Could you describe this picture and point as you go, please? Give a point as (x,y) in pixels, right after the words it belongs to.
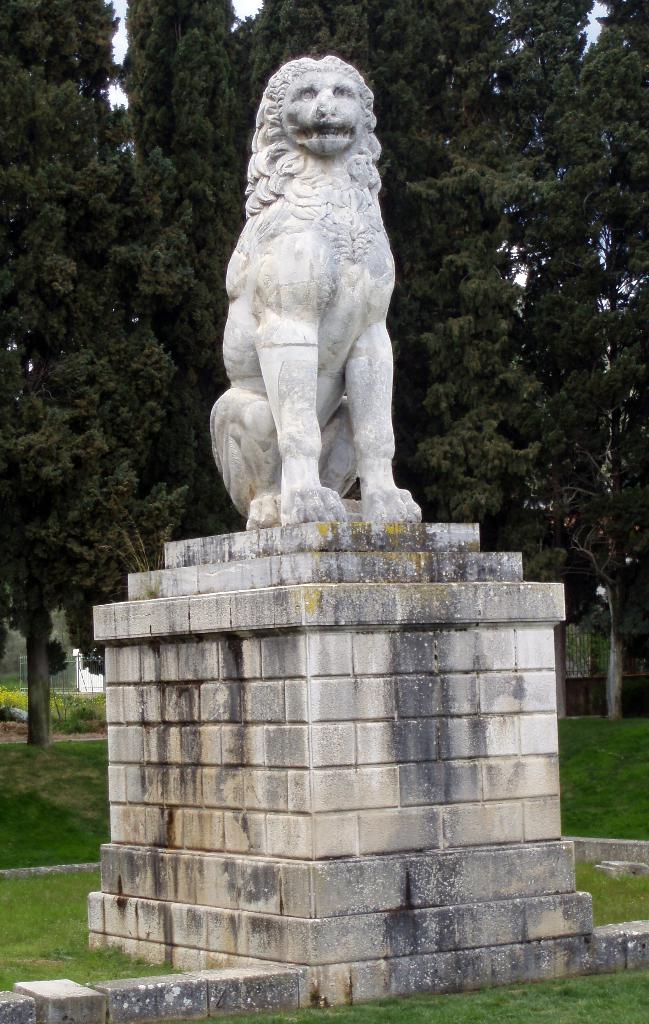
This picture is clicked outside. In the center (340,470) we can see the sculpture (307,181) of a lion (335,464) and the green grass (15,845). In the background (575,275) we can see the trees (122,112), sky (118,39), plants (56,655) and some other objects (69,667).
